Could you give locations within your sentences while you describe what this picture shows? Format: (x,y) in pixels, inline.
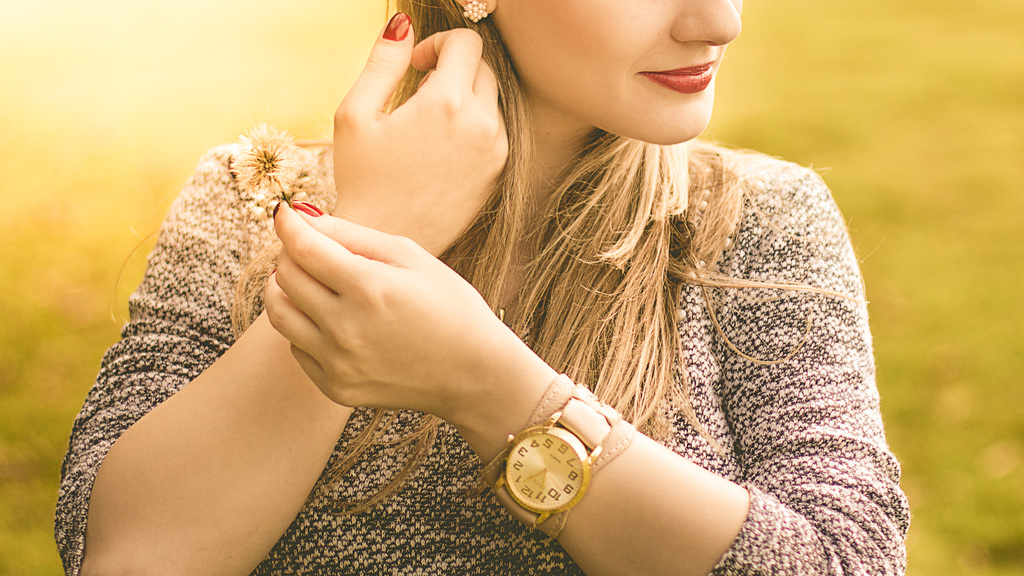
In this image there is a woman (494,166) who is a watch (550,446) to her hand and nail polish (405,33) to her fingers (407,27).
